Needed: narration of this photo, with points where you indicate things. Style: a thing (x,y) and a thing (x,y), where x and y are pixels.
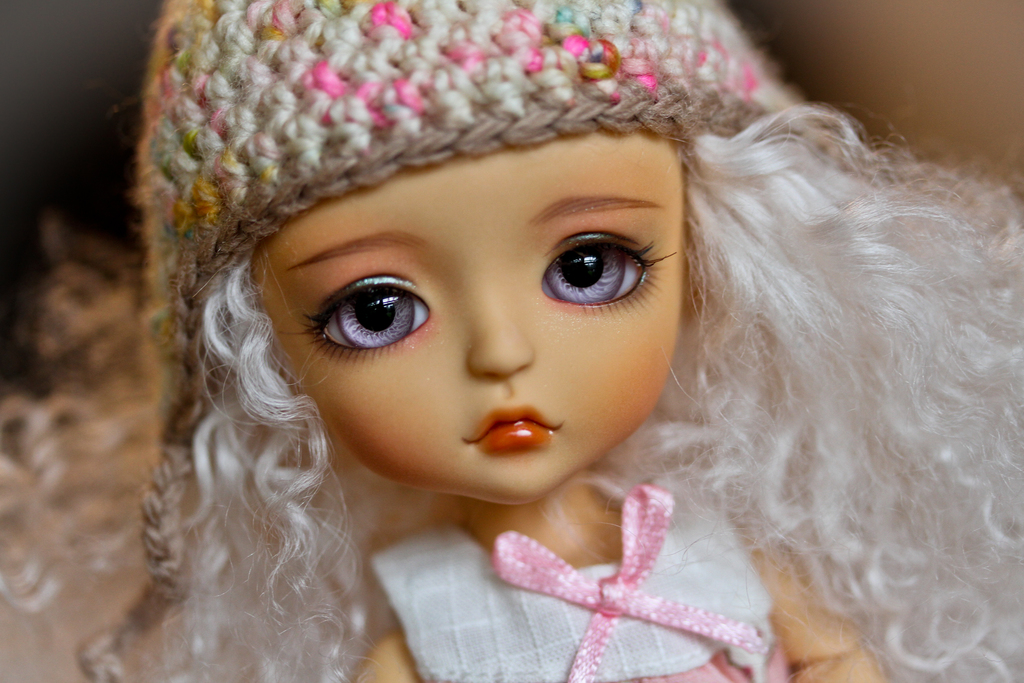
In this image, there is a doll (634,535) wearing a hat (446,90).
